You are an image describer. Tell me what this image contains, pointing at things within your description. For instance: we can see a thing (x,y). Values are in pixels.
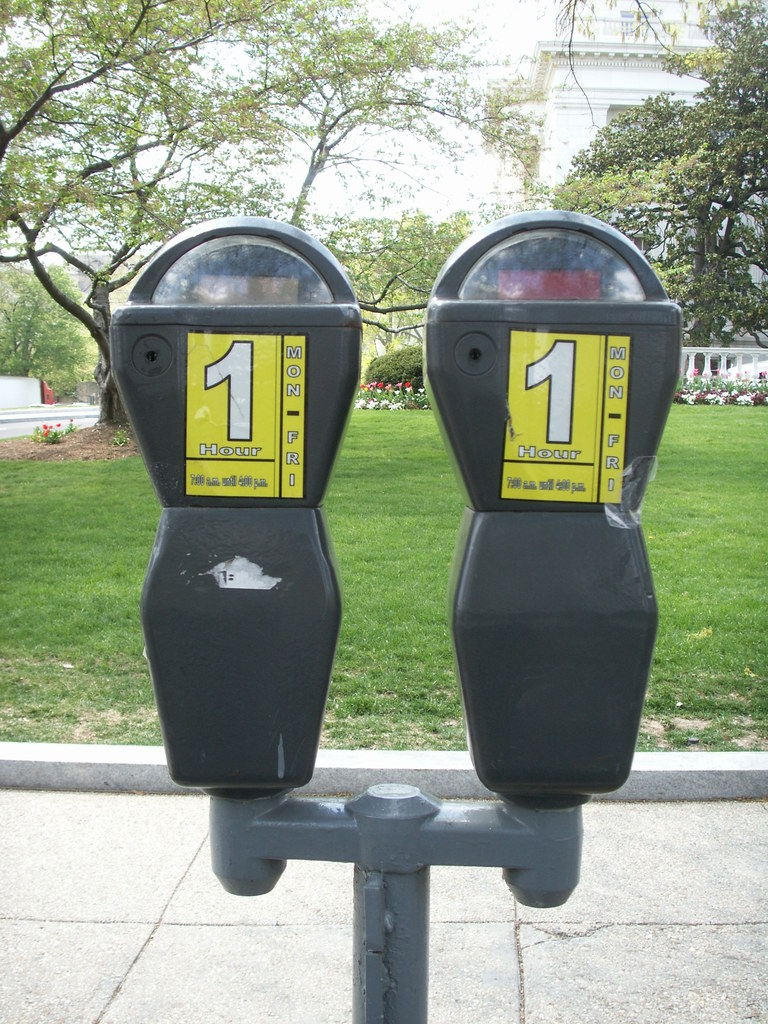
This picture shows a building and few trees (697,169) and we see a parking machine (290,285) on the sidewalk (443,1019) and we see grass (80,536) on the ground (408,526).
